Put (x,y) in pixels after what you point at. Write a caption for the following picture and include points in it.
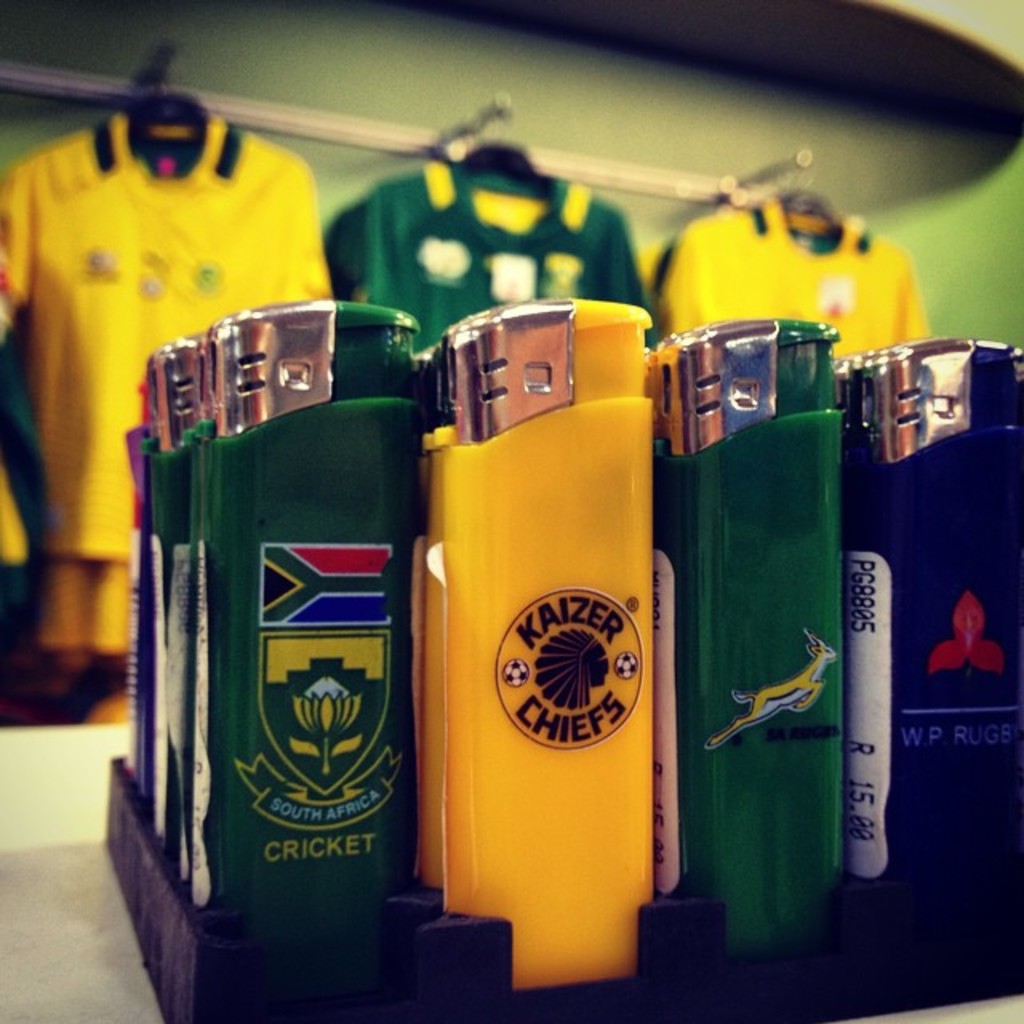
In the image we can see lighters (524,556) of different colors. Here we can see the T-shirts (223,300) hang to the hangers (495,172) and the background (248,235) is slightly blurred.
